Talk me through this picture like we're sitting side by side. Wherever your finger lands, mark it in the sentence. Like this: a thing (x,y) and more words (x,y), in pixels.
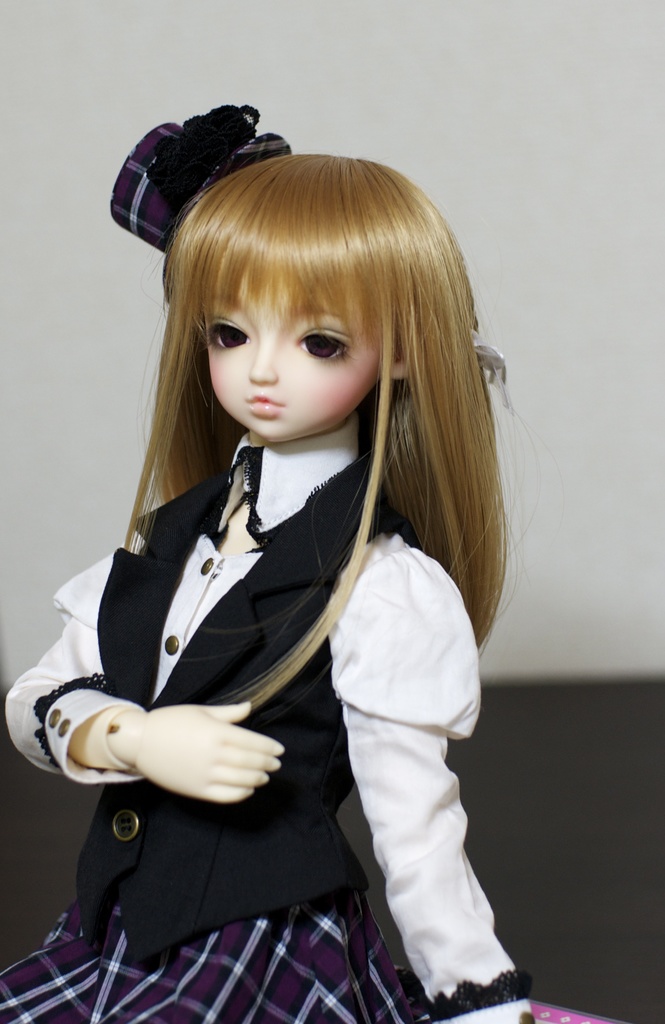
In this image we can see a toy (244,770). The background (573,840) is white and black in color.
